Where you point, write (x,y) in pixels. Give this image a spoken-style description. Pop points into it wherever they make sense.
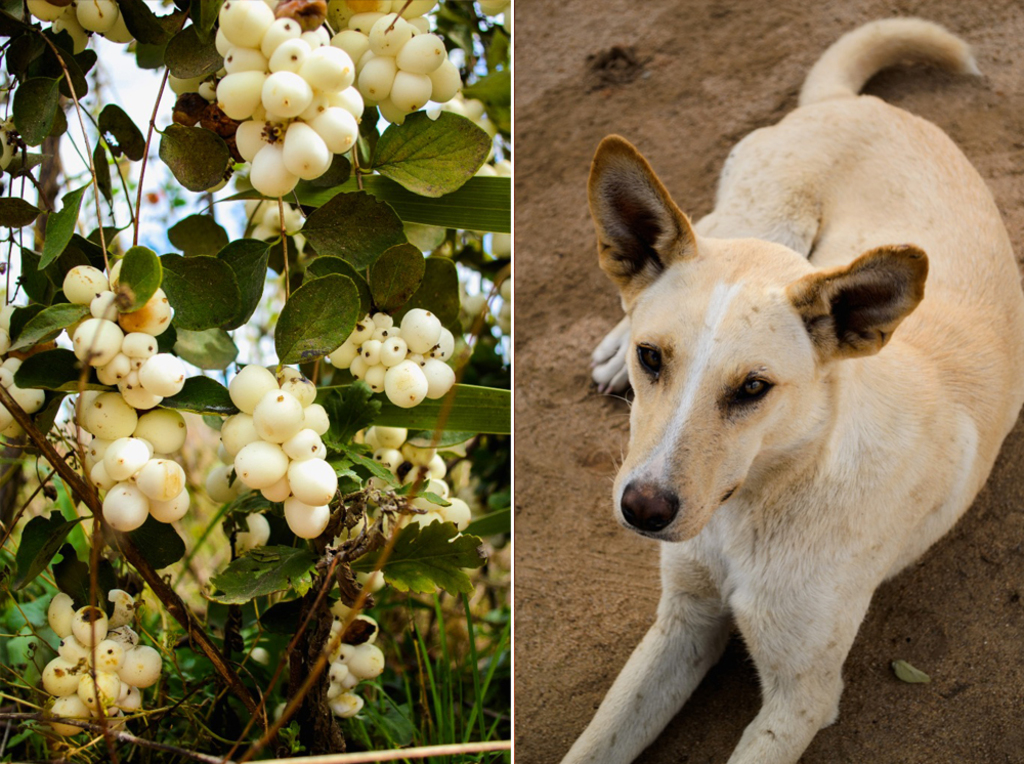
This is a collage image. In this image I can see the dog (753,564) on the ground (867,665). The dog (799,540) is in cream, white and brown color. To the left (148,388) I can see the fruits (231,390) to the plants (211,312).
